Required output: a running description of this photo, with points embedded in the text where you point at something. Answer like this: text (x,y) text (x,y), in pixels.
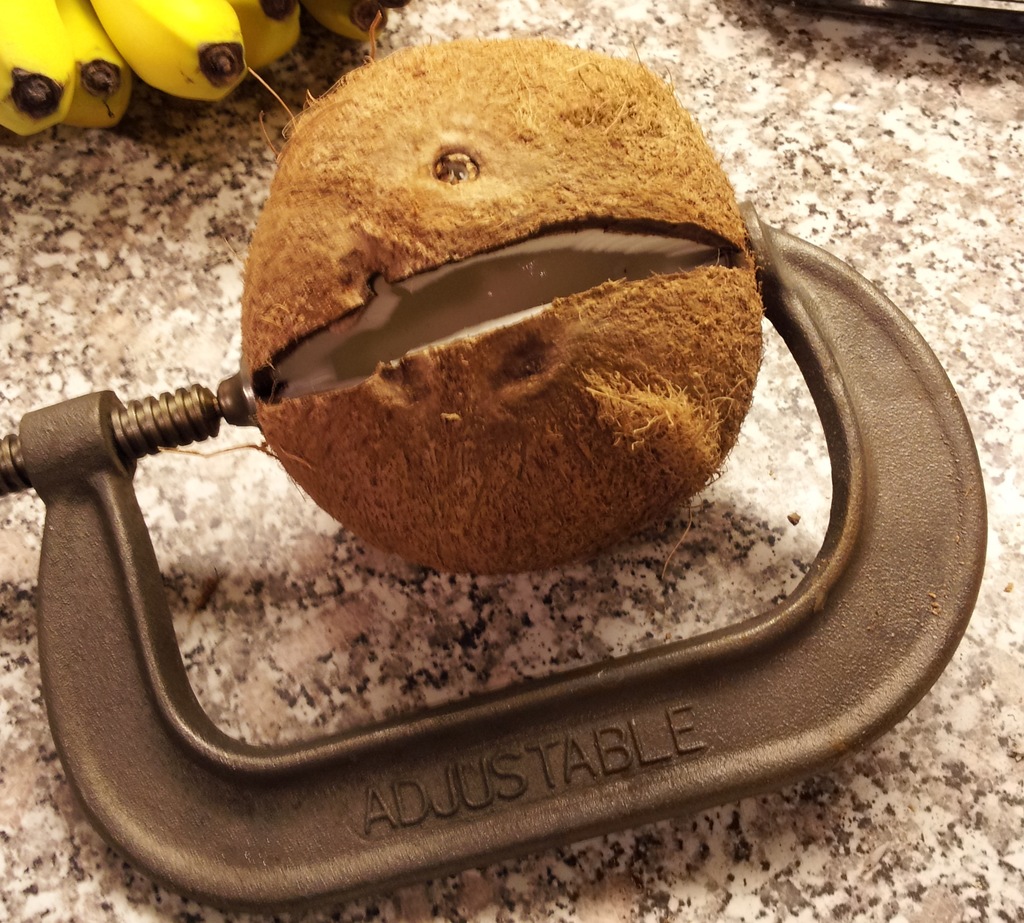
In this image, I can see a coconut (483,448) with a tool (828,387). At the top left corner of the image (93,110), I can see a bunch of bananas (80,47), which are yellow in color. This looks like a marble stone (963,723).
